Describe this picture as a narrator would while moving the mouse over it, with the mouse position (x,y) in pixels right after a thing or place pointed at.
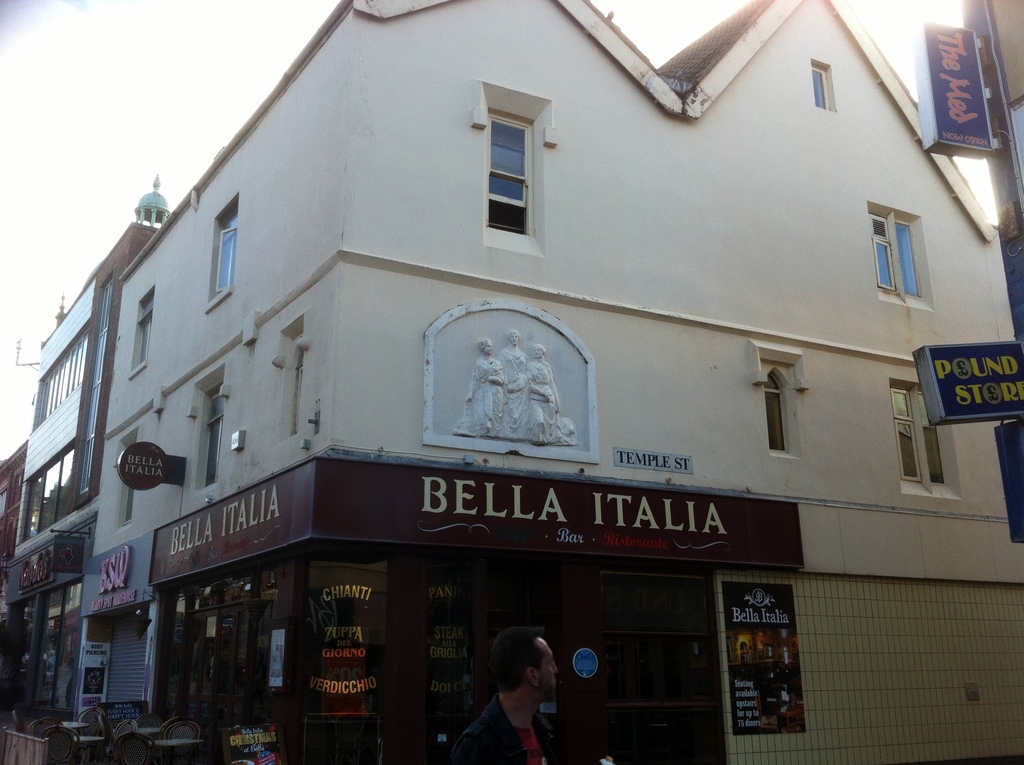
There are buildings (249,299) with windows (901,421) and name boards (543,547). On the building (433,566) there is a sculpture (498,364). Near to the building (166,691) there is a table (72,723) and chairs (122,731). In the front (505,683) there is a person (505,683). In the background (179,150) there is sky (161,112).
